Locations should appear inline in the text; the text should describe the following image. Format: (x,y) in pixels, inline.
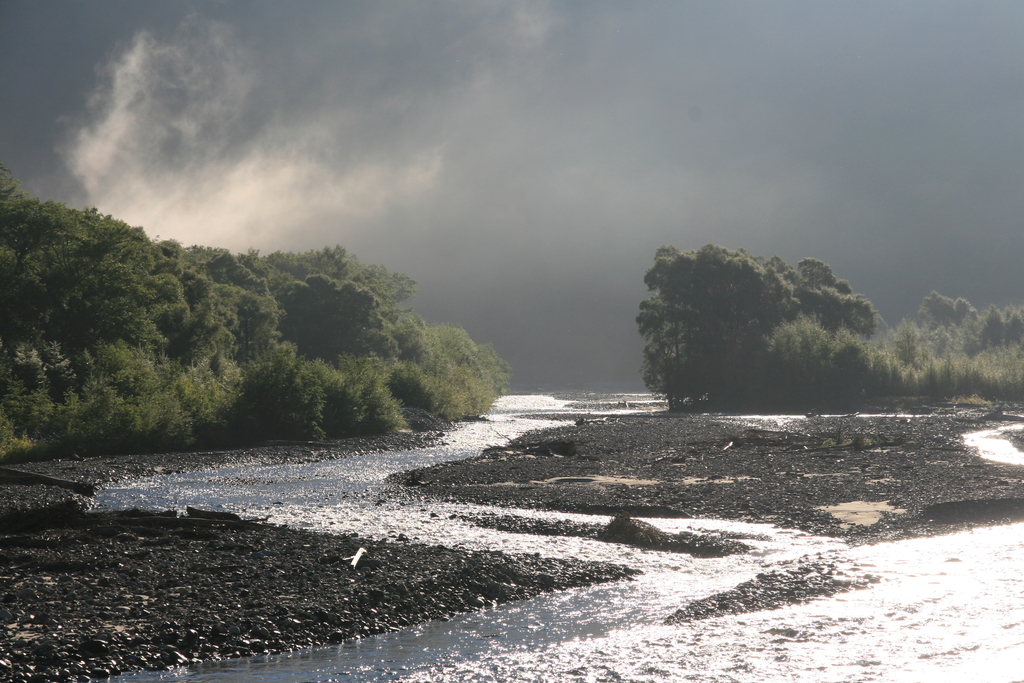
We can see water (960,676). In the background (557,358) we can see trees (749,361) and sky (582,212) is cloudy.
